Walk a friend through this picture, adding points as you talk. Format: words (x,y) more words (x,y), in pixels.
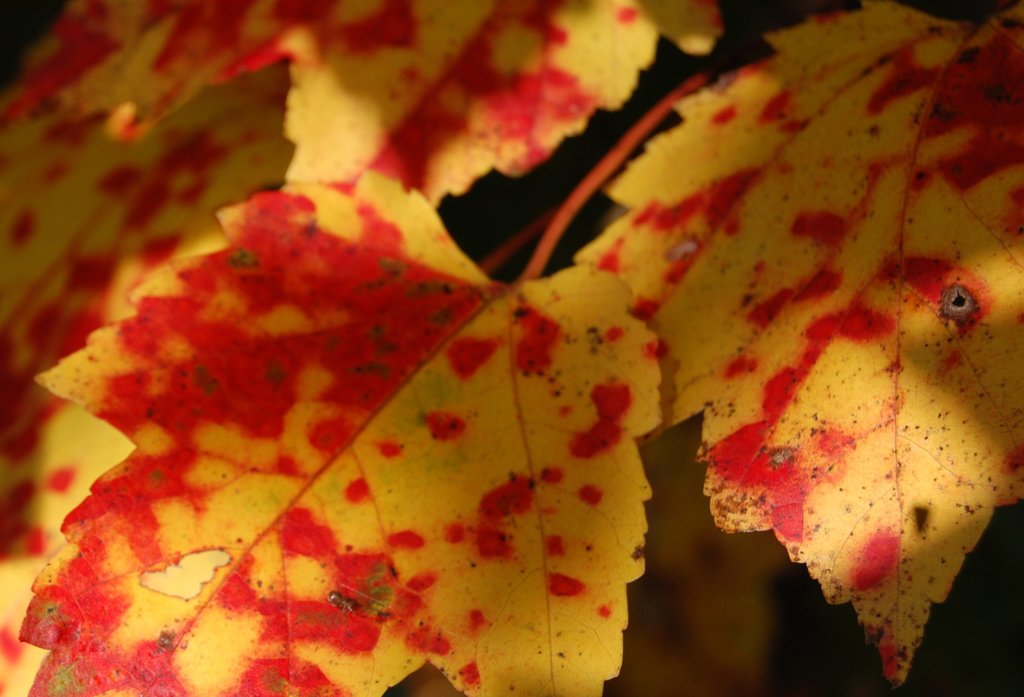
In this image I can see few leaves (520,376) in yellow and red color. Background (496,189) is in black color.
